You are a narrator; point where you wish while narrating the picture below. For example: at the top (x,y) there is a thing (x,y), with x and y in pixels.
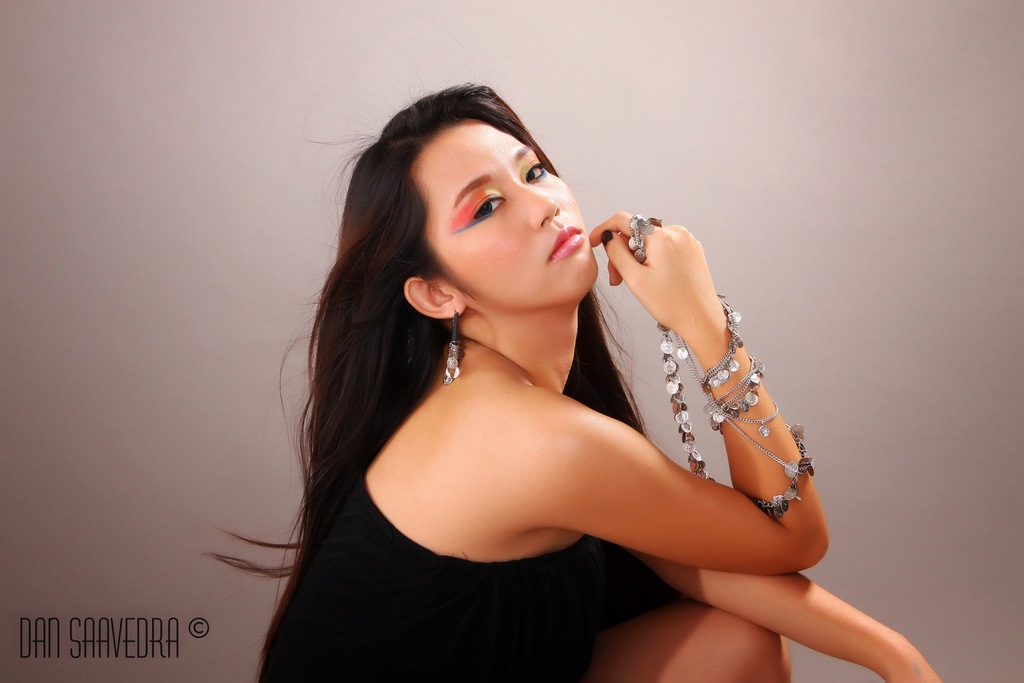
In this image there is a woman (510,352) and there is some text (129,644) written on the image which is on the bottom left (128,652).
